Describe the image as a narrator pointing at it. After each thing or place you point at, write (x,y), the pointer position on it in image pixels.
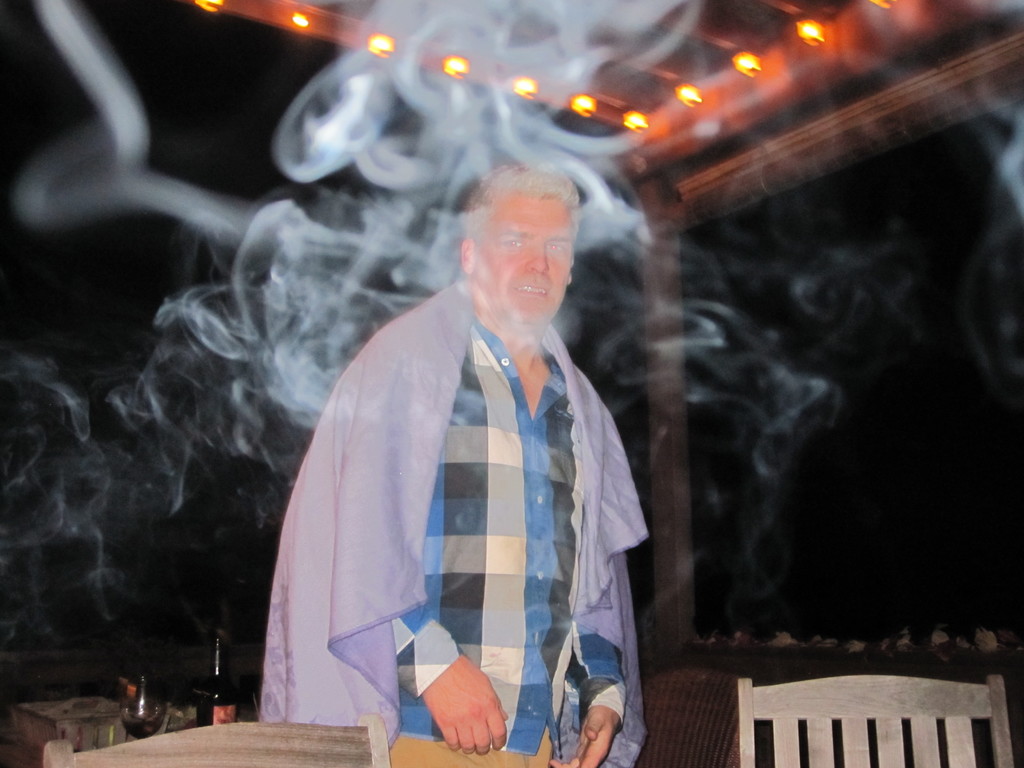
This image consists of a man (465,617). He is wearing a blue shirt (490,615) and a cloth (392,621). In the front (570,264), we can see the smoke (451,14). In the background (674,420), there is a pillar (671,490). At the top (624,105), there are many lamps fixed to the roof (876,98). On the right (830,736), there is a chair (776,750).
